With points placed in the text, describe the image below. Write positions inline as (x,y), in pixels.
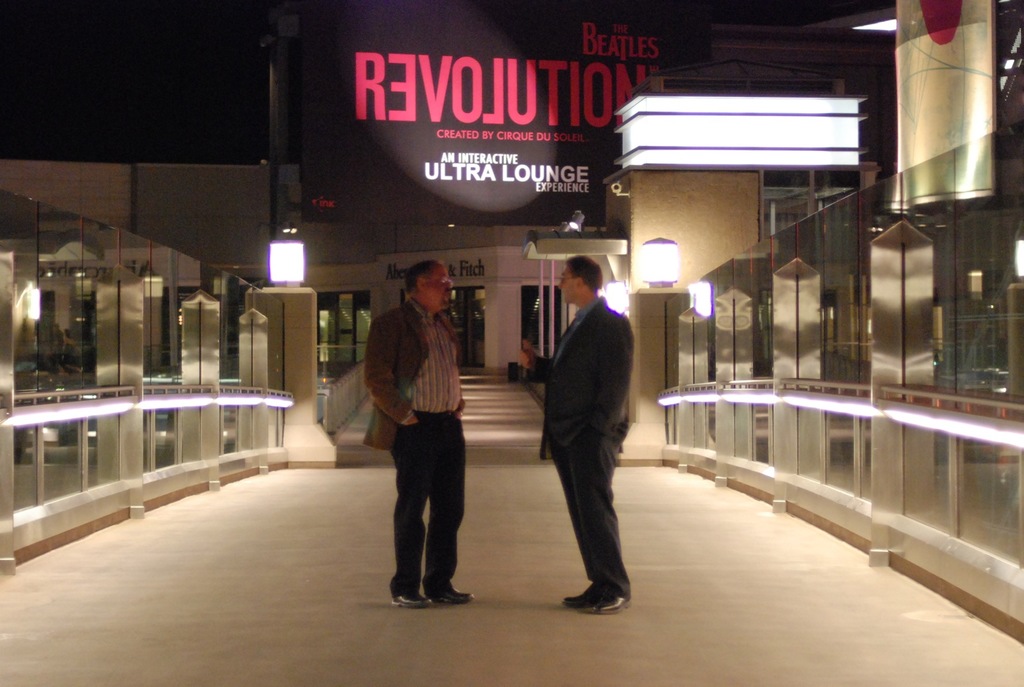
In the image we can see two men (619,325) standing, wearing clothes (446,407), shoes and it looks like they are talking to each other. Here we can see floor (298,472), lights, board (427,48) and text (450,63) on the board (450,63). Here we can see the wall (966,313) made up of glass (934,342) and the building (485,352).
